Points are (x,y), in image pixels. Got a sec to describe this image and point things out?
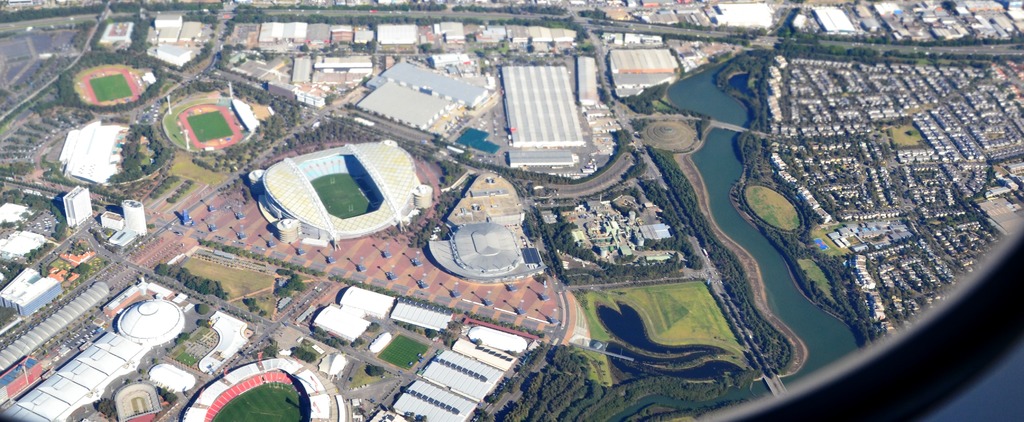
This picture consists of Aerial view of the city (175,154) and in the picture there are buildings (314,172), trees (691,197), plants (428,225), bushes (247,299).
